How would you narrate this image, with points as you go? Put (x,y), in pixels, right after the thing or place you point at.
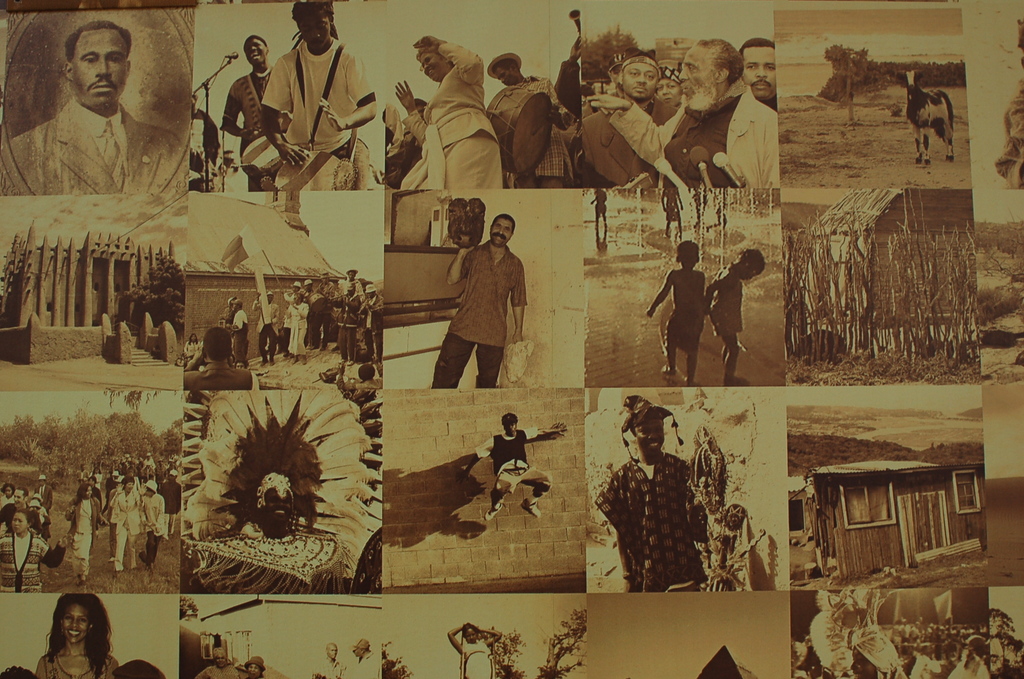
Here in this picture we can see number of photographs (715,91) mixed up and kept at one place over there.
